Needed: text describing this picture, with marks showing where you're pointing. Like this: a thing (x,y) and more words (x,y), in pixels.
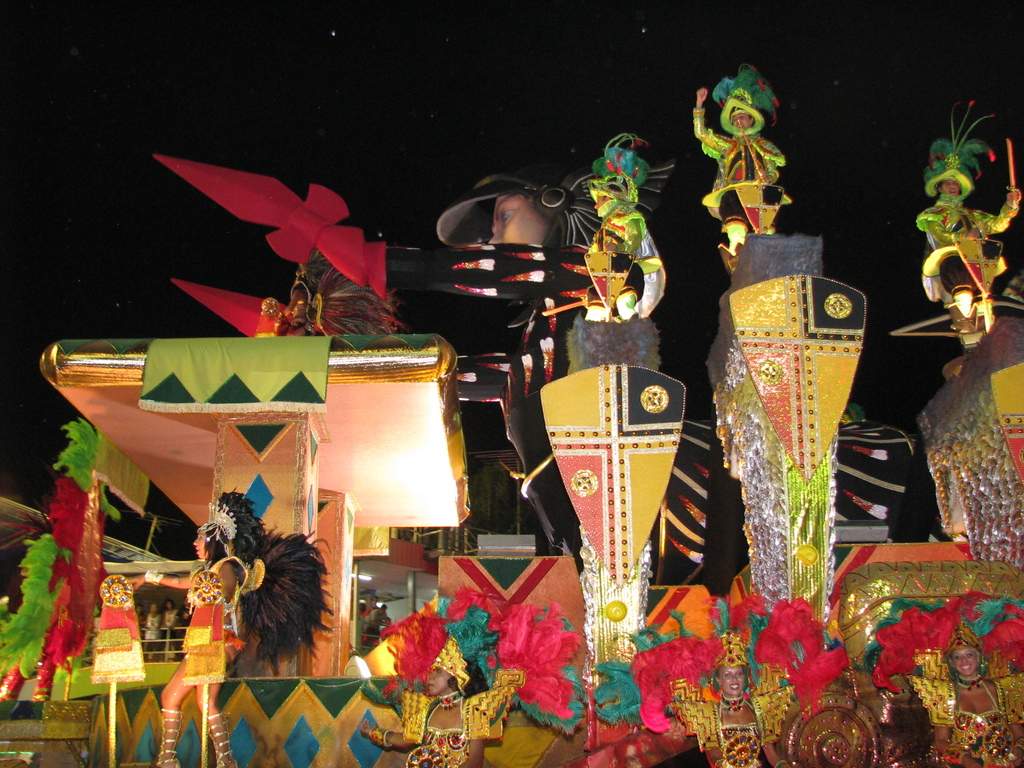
This is an image clicked in the dark. This is looking like a stage (281,703) which is decorated with the multi color clothes (261,370), boards (586,423). At the bottom of the image (682,710) I can see a few people (461,724) are wearing costumes (637,712) and dancing. Here I can see few pillars (605,493). On the pillars (632,430) there are people (628,180) standing and it is looking like they are dancing. At the top of the image (290,67) I can see the sky (411,64) along with the stars (335,37).
